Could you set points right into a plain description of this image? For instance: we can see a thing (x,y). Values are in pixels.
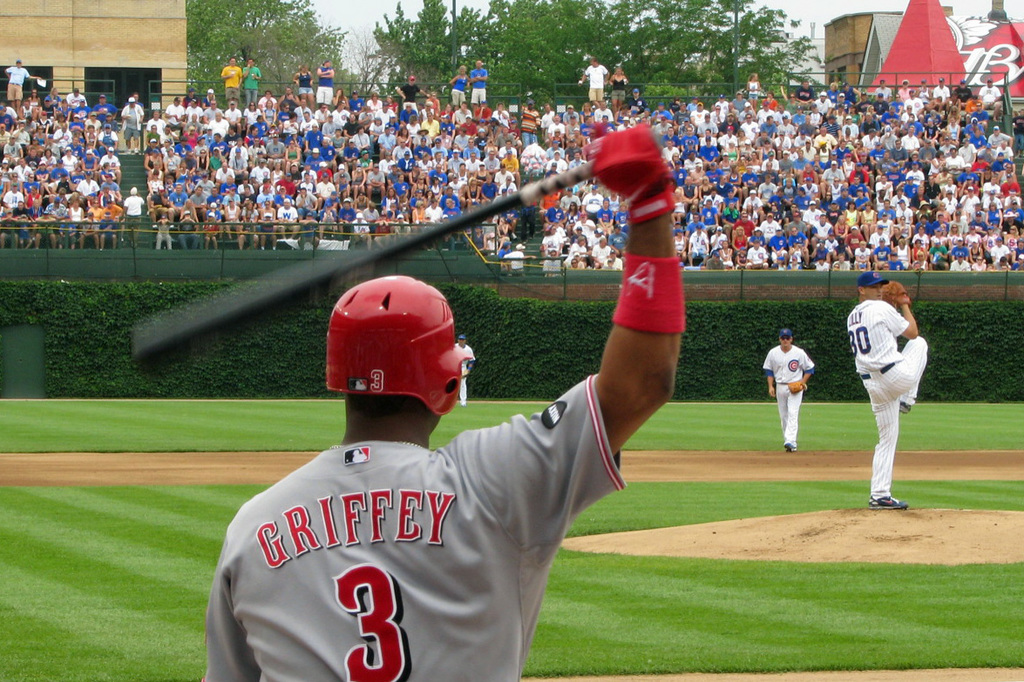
In this image, we can see people (429,327) wearing sports dress (545,506), caps (451,346), gloves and are holding some objects (595,167). In the background (411,111), there is a crowd (817,115) and we can see some boards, trees (514,48), poles (735,81) and there is a building (135,74) and we can see railings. At the bottom (653,544), there is ground (650,565).
